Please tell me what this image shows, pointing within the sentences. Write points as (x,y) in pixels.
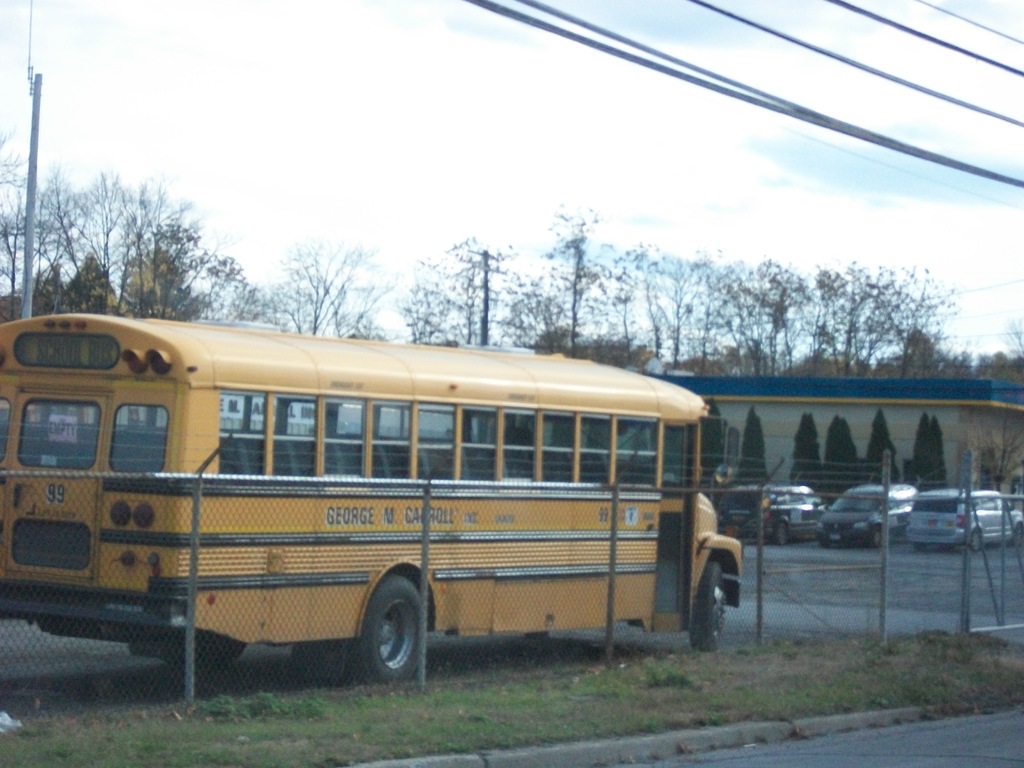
In this image we can see a school bus (210,393). Also there is a mesh fencing (374,595) with poles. On the ground (617,697) there is grass (773,646). In the background (800,509) there are vehicles (800,509). And there is a building (883,392). Also there are trees (309,265) and there is sky (428,179) with clouds (428,179).
